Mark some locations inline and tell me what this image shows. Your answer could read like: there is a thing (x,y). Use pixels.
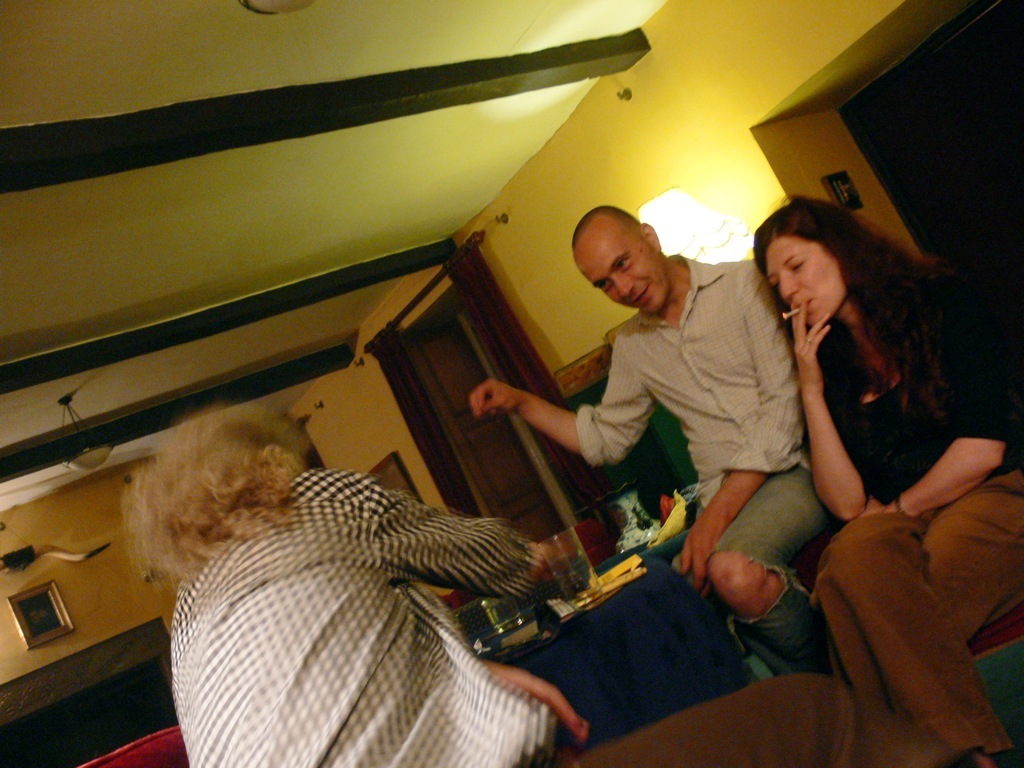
In the foreground (796,635) I can see three persons (707,558) are sitting on sofas (774,665) and one person (848,385) is holding a cigar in hand (814,356). In the background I can see a table (646,646), glasses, plates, cushions (641,538), wall (550,319), light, door (451,322), photo frames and a rooftop (265,122). This image is taken may be in a room (350,527).
